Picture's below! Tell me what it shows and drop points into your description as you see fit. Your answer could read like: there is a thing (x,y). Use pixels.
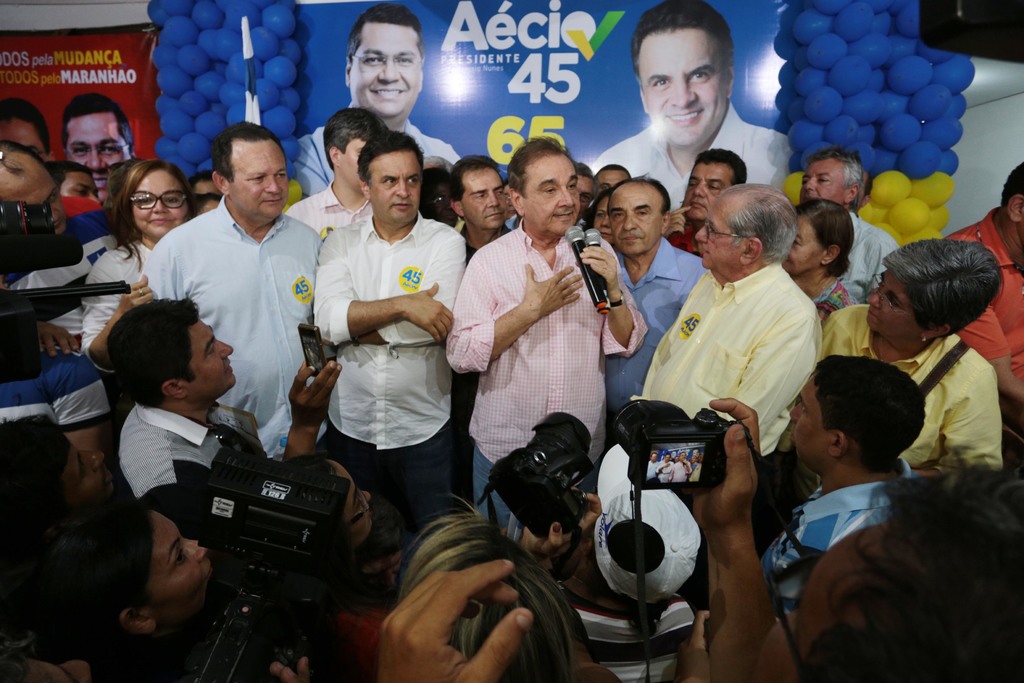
In this image I can see there is a man (551,275) standing and he is holding two microphones (586,243) and speaking, there are a few people (269,220) standing around him. There are a few people (199,481) standing in front of him and they are holding cameras (270,571), video recorders (261,583) and there is a banner (545,72) and a few balloons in the backdrop (404,77).
